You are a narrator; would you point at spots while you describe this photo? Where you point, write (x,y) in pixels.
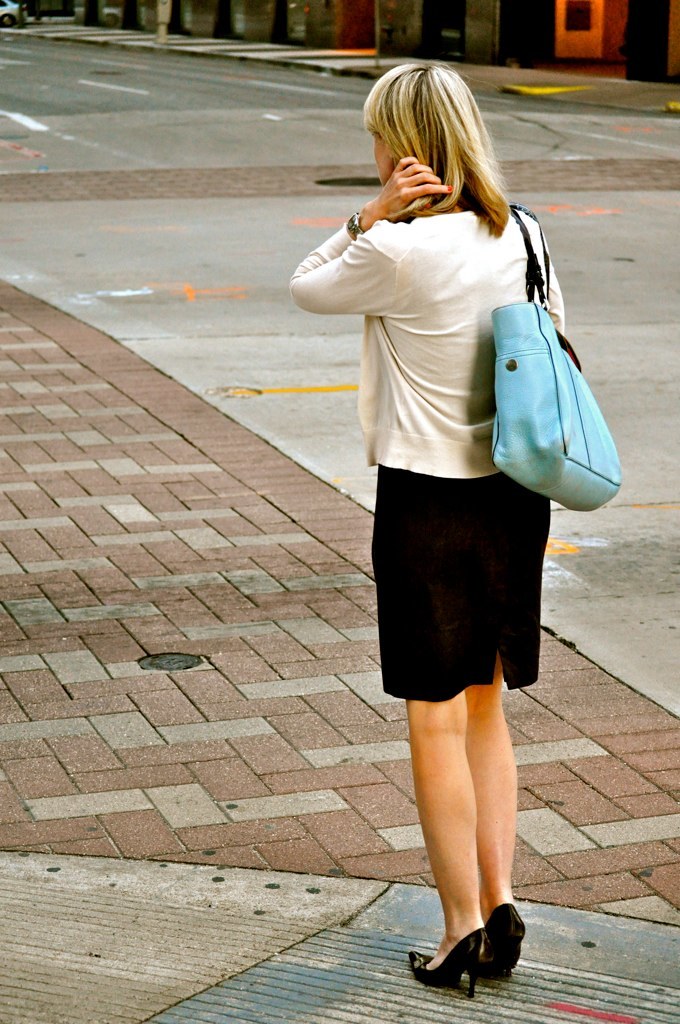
This picture is clicked outside. On the right (467,360) we can see a person (481,223) wearing a sling bag (545,426) and standing on the ground (280,869). In the background (89,17) we can see a vehicle (9,10) and some other objects (350,39).
